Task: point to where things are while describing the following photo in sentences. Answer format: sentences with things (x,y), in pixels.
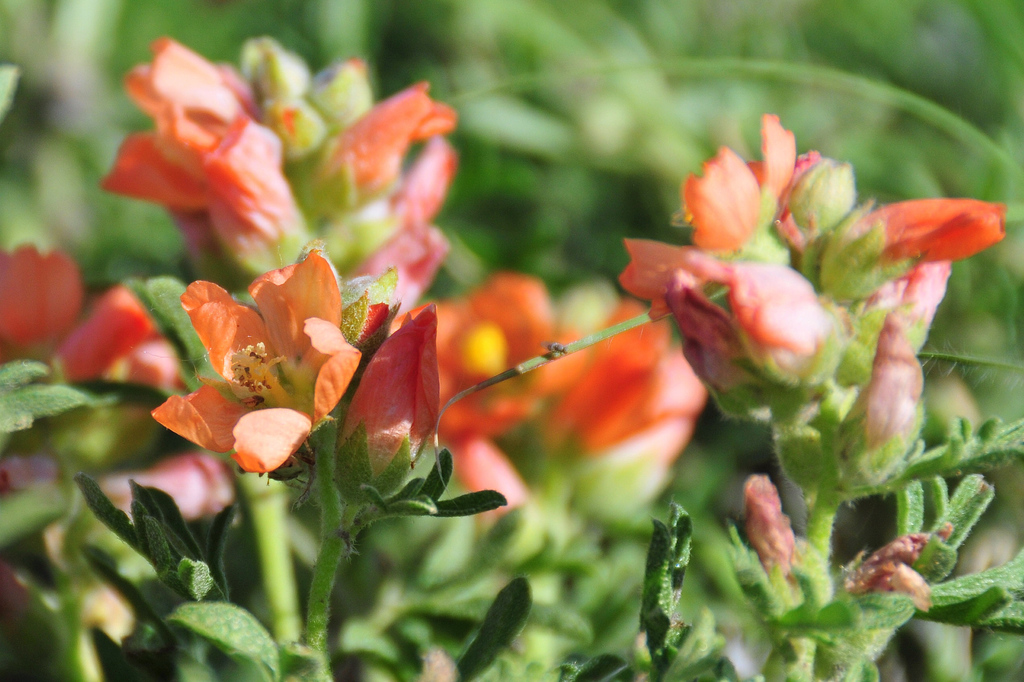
In this image, we can see flower plants (980,579). In the background (49,441), we can see the blur view, flowers (21,327) and greenery (638,136).
